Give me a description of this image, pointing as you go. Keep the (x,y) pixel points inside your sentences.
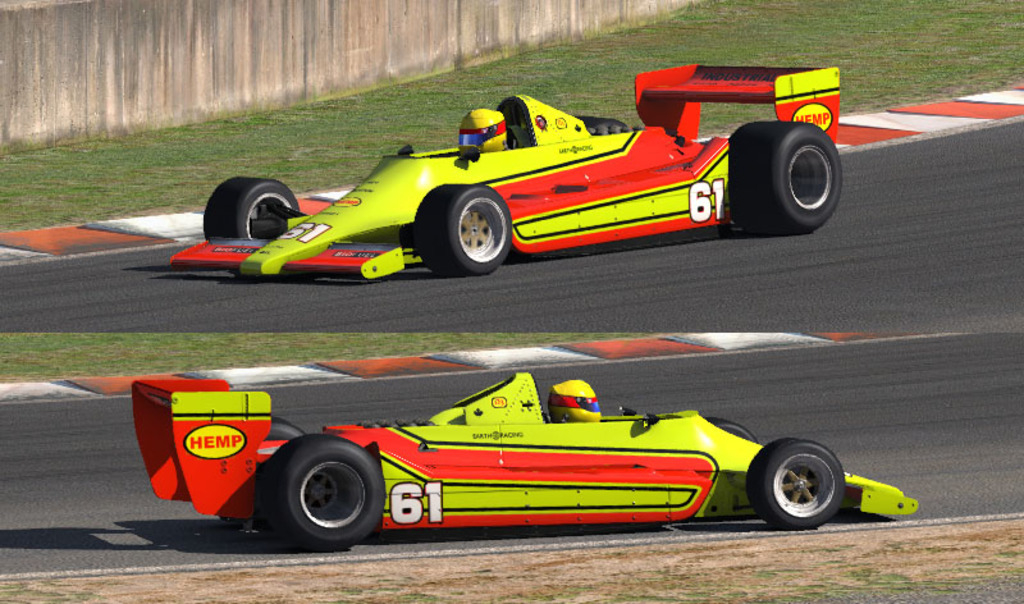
This image consists of race cars (540,194). And there are persons (485,116) riding these cars (456,180) and wearing yellow color helmet (496,123). At the bottom (597,577), there is ground (718,562) and road (844,261). In the background (206,62), there is a wall (228,35). The cars (563,453) are in yellow and red color.
